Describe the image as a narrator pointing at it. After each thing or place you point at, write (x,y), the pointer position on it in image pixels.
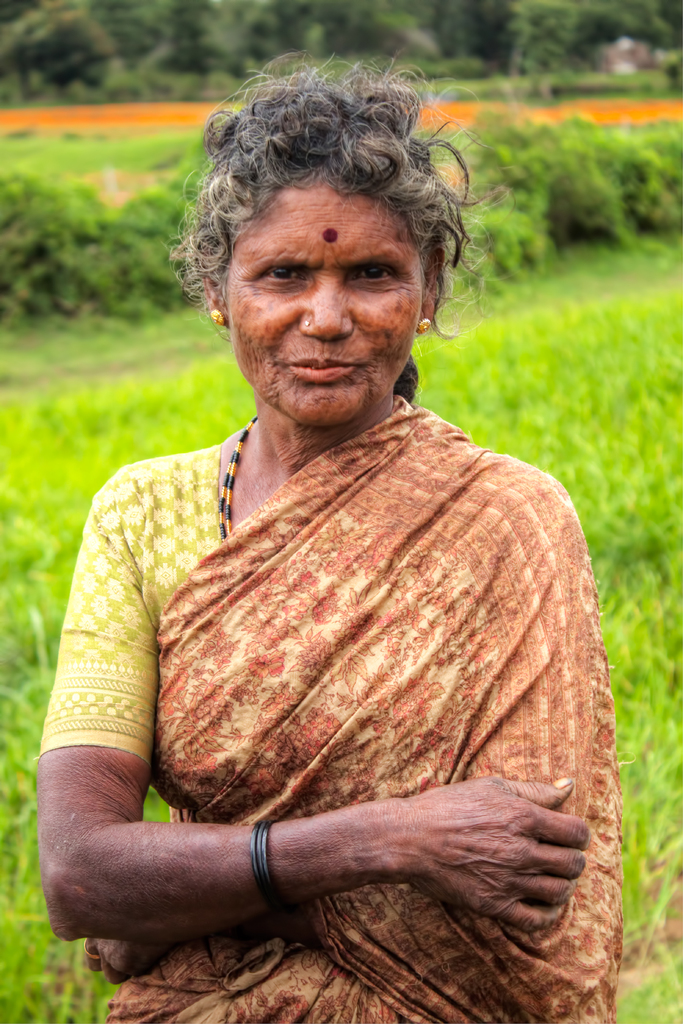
In this image I can see a woman (383,390) is standing and I can see she is wearing brown colour saree (302,693). In the background (481,362) I can see grass (571,408), bushes (10,306) and I can see this image is little bit blurry from background (45,123).
